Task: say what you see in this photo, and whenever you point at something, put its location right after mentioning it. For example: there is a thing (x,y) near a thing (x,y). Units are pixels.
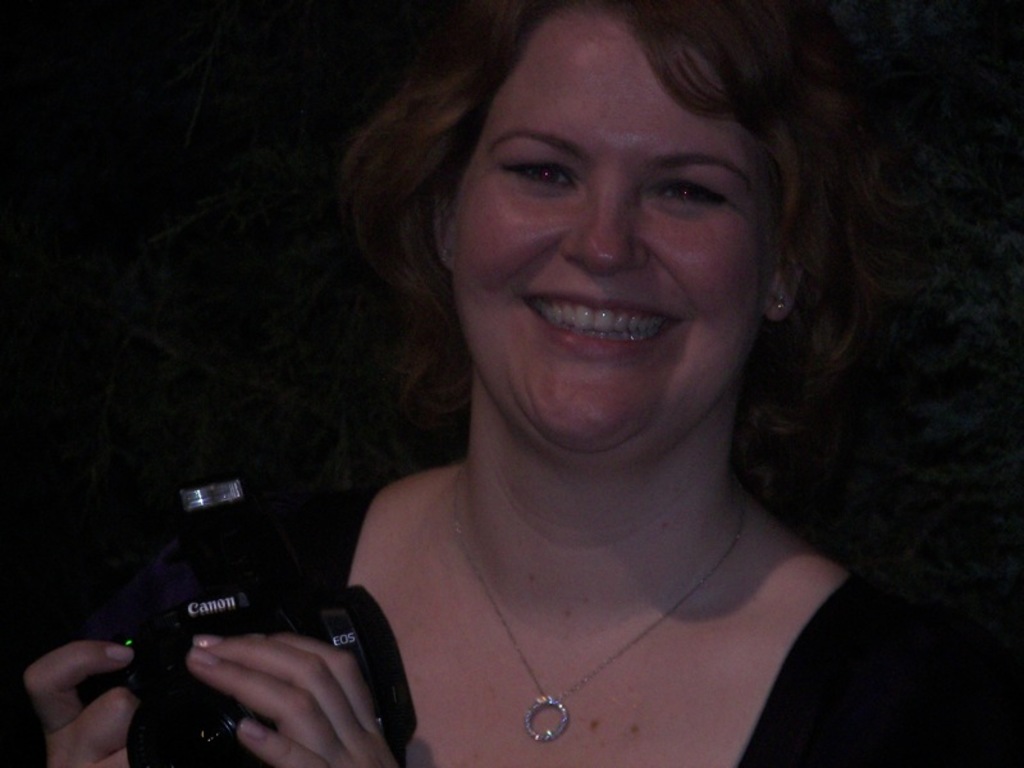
In the image we can see there is a woman (577,245) who is standing and holding camera (194,686) in her hand (301,681).
